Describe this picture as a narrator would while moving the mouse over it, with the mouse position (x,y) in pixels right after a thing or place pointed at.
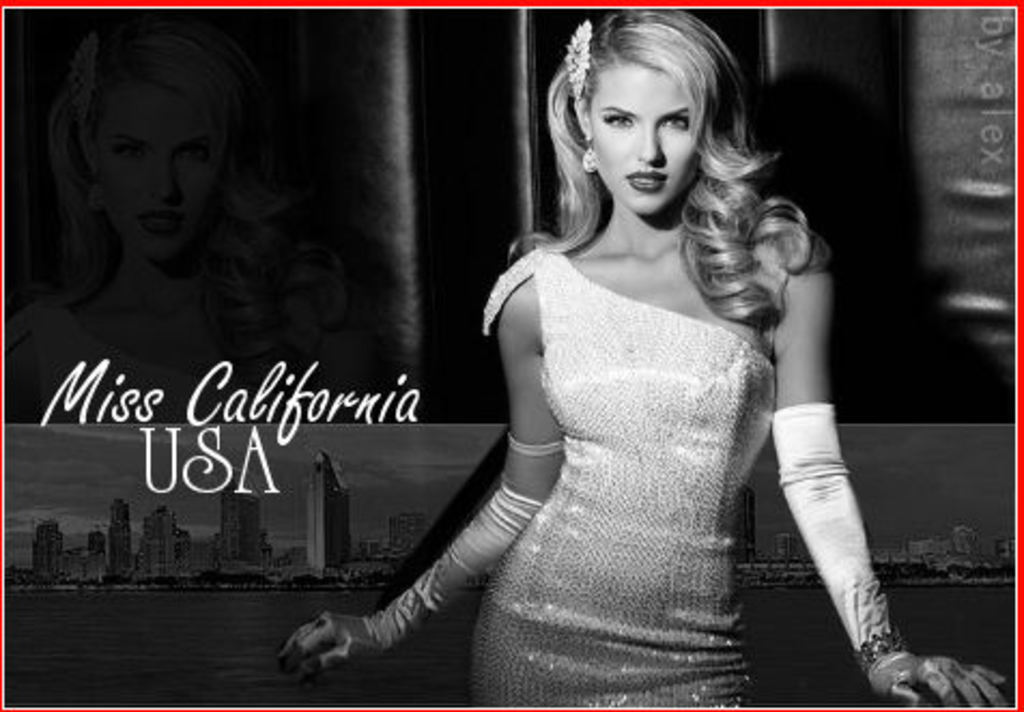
In this picture there is a woman (660,400) who is wearing white dress (724,477). She is standing near to the posters (953,551). On the right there is a watermark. In the poster (120,549) we can see the buildings (416,518), skyscrapers (176,545), poles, trees (287,583), sky (395,478), clouds (379,471) and water (207,621).
